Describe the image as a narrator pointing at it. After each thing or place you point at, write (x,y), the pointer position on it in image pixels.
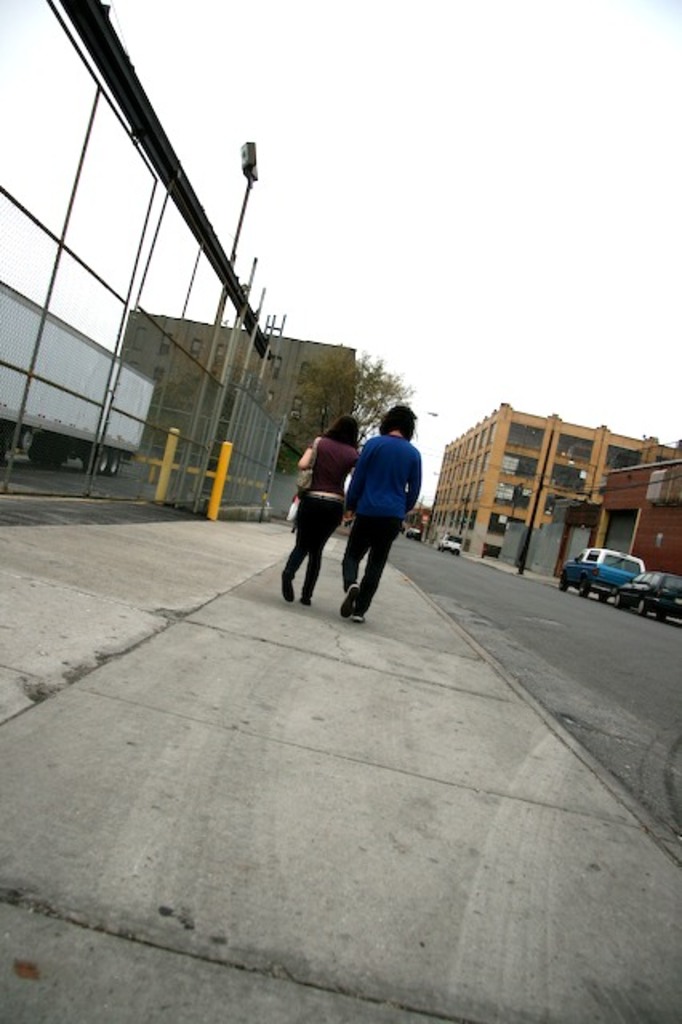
In this image, we can see two people (372,555) are walking on the footpath (281,681). Right side of the image (590,673), we can see a road (566,629). Few vehicles (677,615) are there on the road (556,587). Background (661,518) we can see so many buildings (269,403), rods (99,427). Left side of the image (109,438), there is a truck (65,405). Here we can see tree (373,390). Top of the image (421,295), there is a sky (418,194).
